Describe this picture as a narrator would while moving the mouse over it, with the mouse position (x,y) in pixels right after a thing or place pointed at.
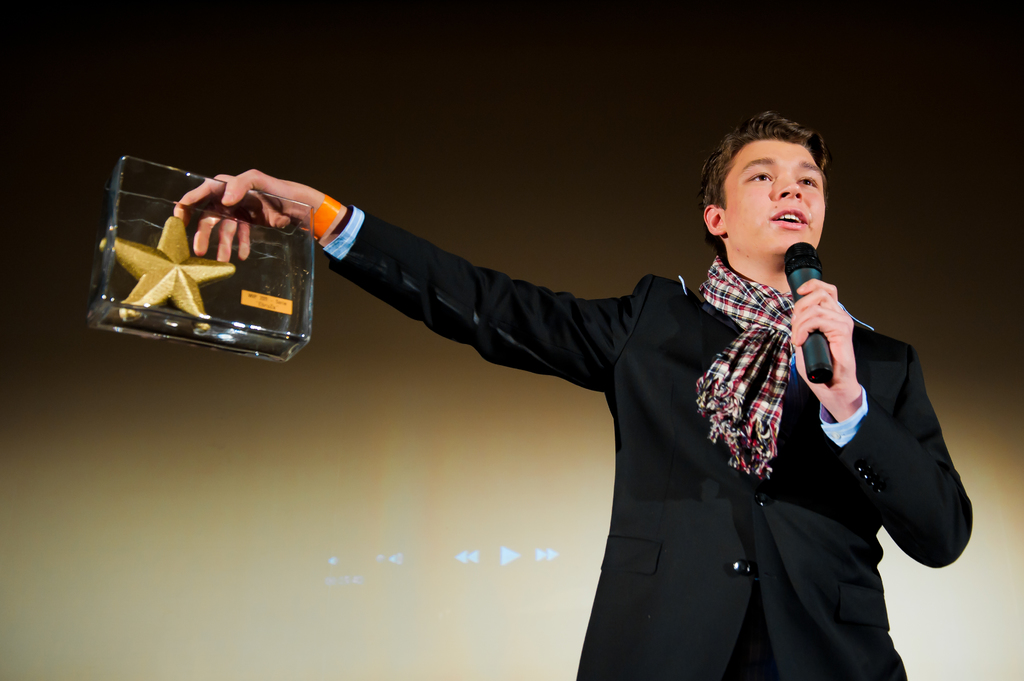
On the right side of the image (721,435) a man (703,373) is standing and he is holding a mic (822,358) and a box (235,311) with a golden starfish (181,263) in his hands (255,191). In the background (398,562) there is a screen (392,503).
